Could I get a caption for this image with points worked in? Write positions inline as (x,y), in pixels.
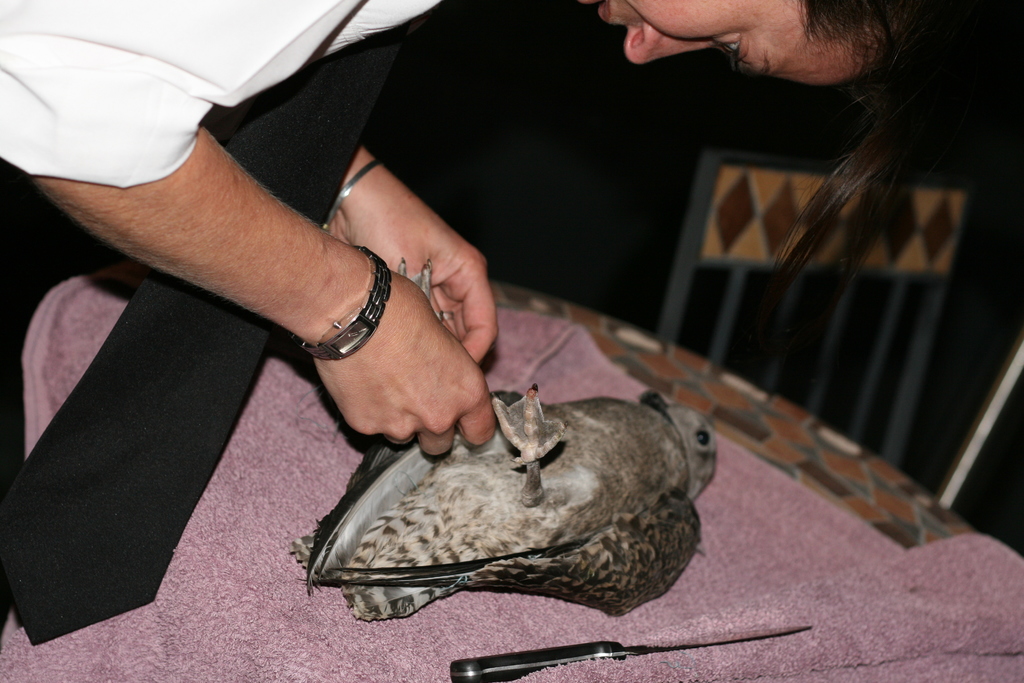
In this picture I can see a woman (204,131) holding a bird (505,467) which is placed on the table (774,622), side we can see a knife (588,654).
